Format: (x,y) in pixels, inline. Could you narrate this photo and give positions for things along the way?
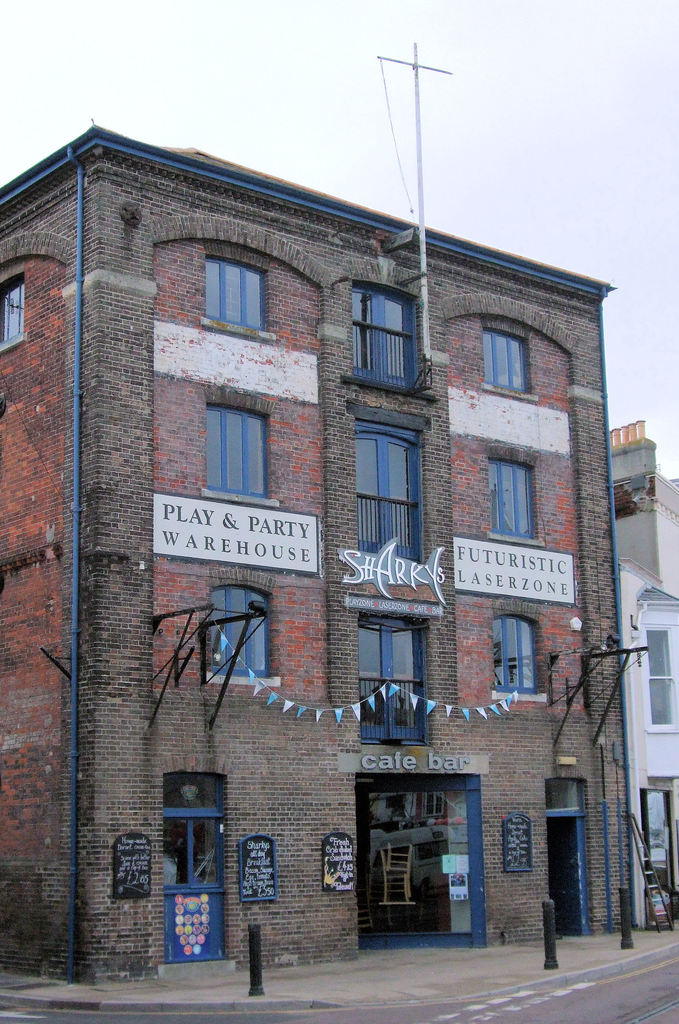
In this image in the center (338,432) there are buildings (345,447), and some boards (288,540) and also there are some poles (630,911), antenna (404,183), and doors (209,837), windows (209,789), railing (385,379). At the bottom (91,1016) there is road (99,1013), and at the top (596,174) there is sky (398,105).
